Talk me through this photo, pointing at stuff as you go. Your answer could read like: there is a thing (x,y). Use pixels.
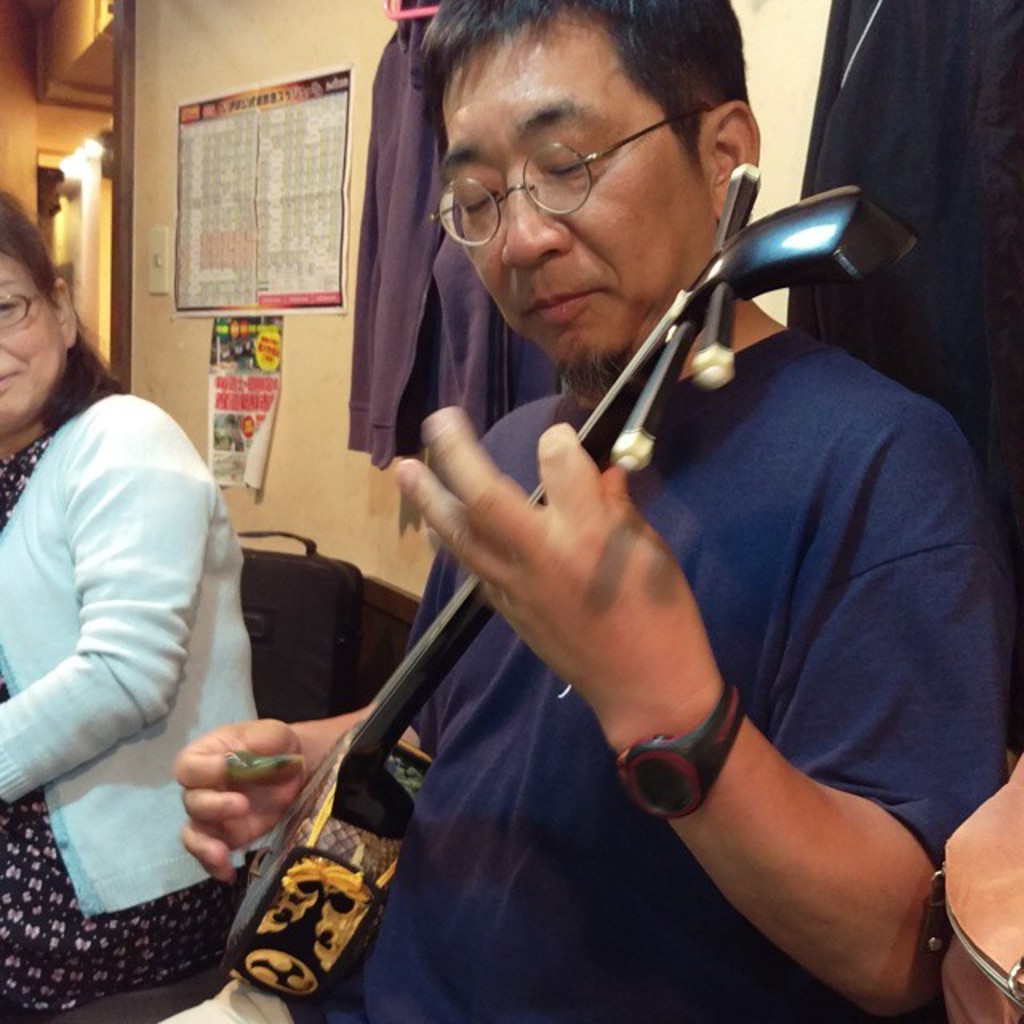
In this picture there is a man (585,758) wearing blue color t-shirt (491,851) is playing a small guitar (394,679). Beside there is a woman (123,570) wearing a white color sweater (107,727) is sitting and looking to him. Behind there is a yellow color wall (412,523).
